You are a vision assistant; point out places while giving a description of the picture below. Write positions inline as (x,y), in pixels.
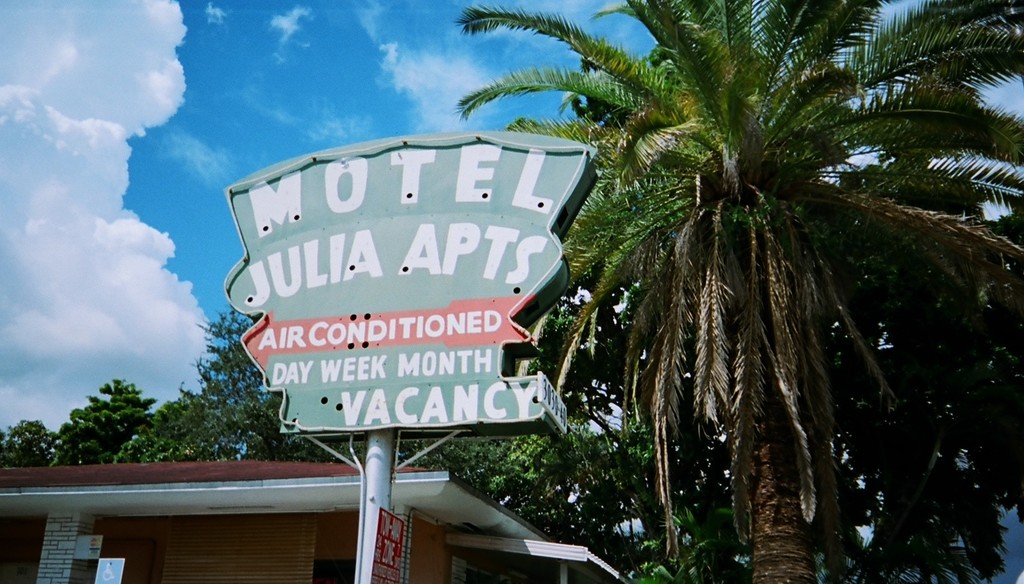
In this image on the right (760,413), there are trees (604,377). At the bottom (454,535) there is a house (281,529). In the middle (381,350) there is a board (402,372), text (408,392), pole (377,500), poster (401,536). In the background (284,452) there are trees (181,414), sky (218,153) and clouds (64,121).
